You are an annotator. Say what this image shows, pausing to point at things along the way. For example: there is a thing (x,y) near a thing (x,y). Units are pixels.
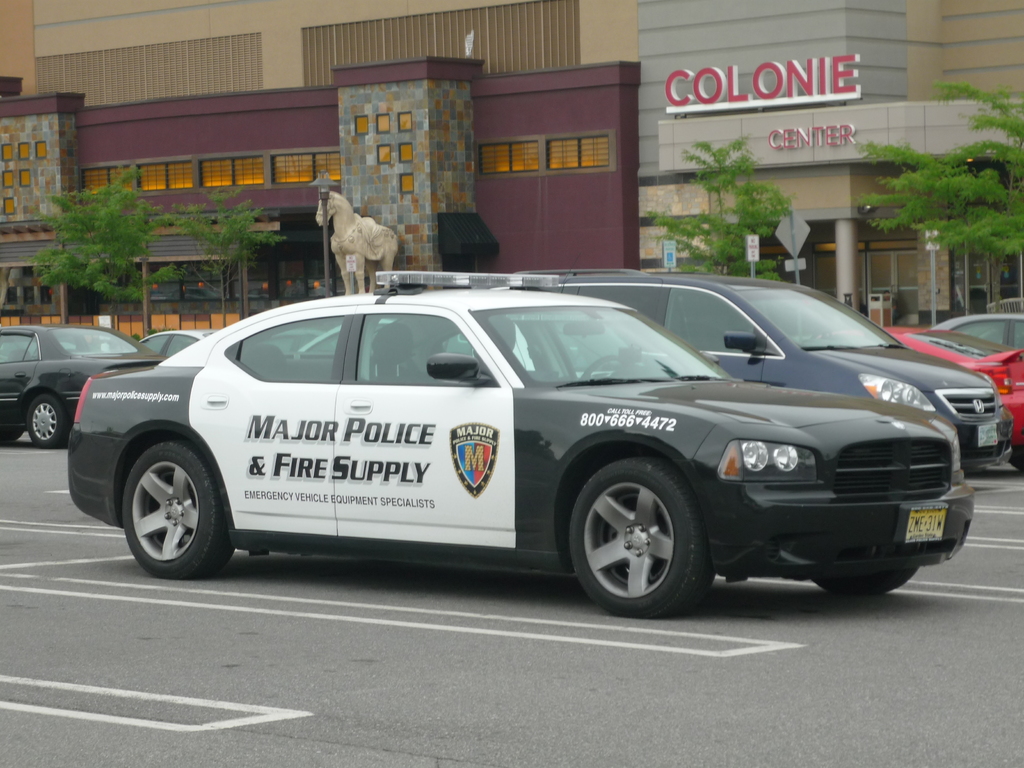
In this picture we can see some cars (526,408) in the front (332,365), in the background (694,243) there is a building (831,48), we can see some boards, trees (116,248) and a statue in the middle (358,263).
